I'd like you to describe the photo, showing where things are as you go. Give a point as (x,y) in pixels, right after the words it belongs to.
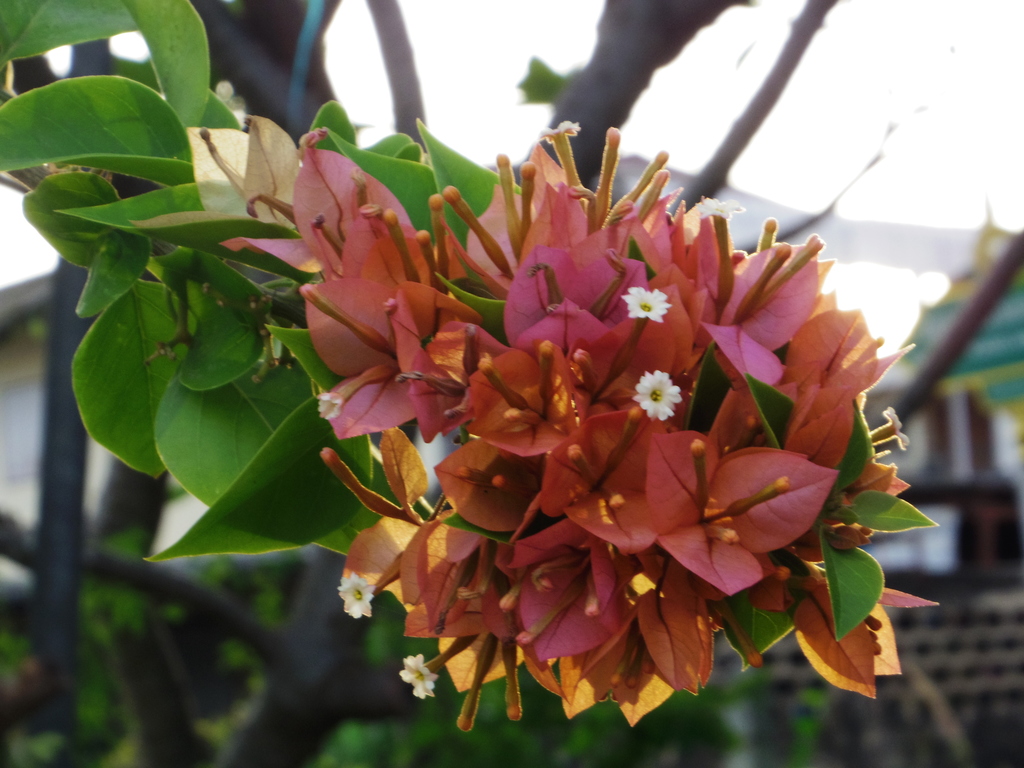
In this image we can see there are so many flowers (524,580) on the tree (184,289) behind that there is a building (24,490).
